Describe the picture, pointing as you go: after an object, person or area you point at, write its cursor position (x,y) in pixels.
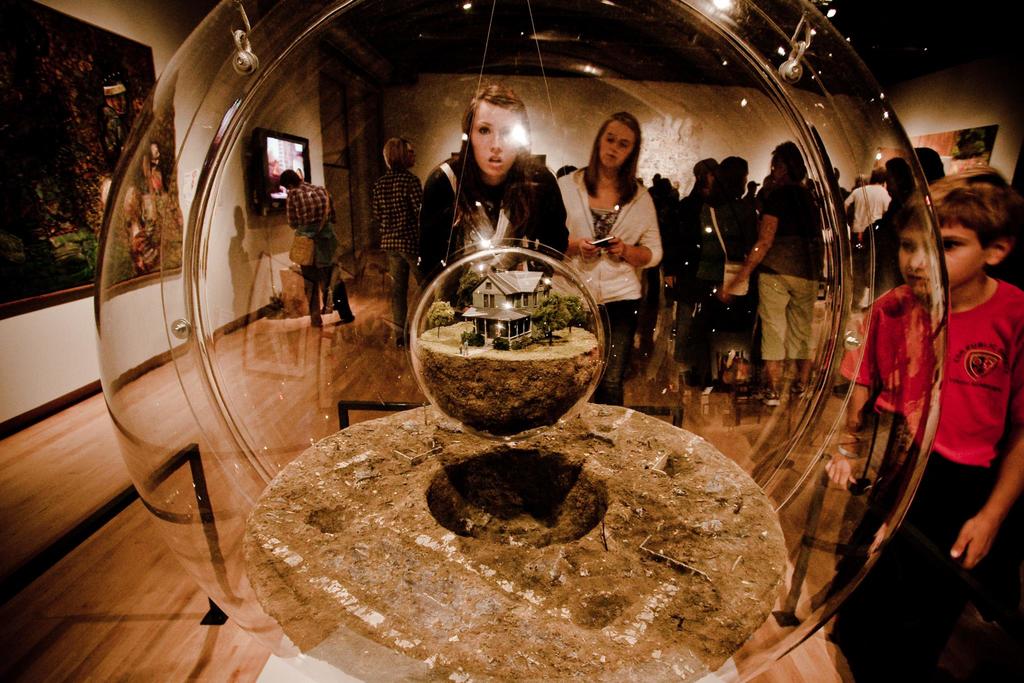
In this picture we can see a house (482,295), trees (531,317) on the ground (471,376) and a group of people (302,220) standing on the floor (666,365) and in the background (258,136) we can see frames (49,135) on walls (919,131).
